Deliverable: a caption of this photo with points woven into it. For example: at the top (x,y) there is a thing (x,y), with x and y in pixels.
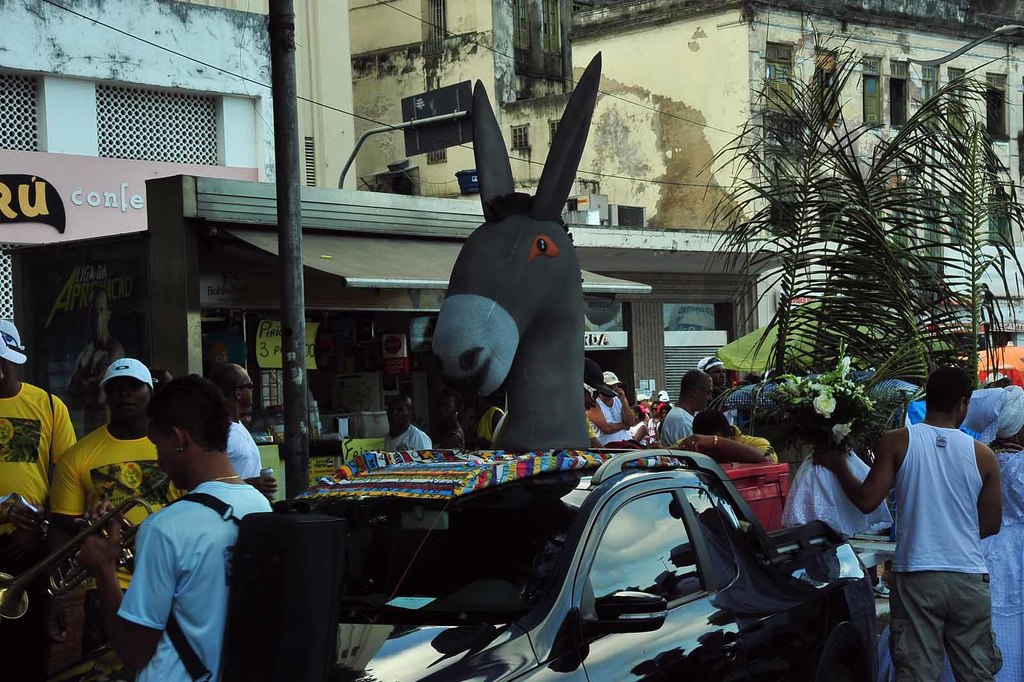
In the center of the image (503,361) we can see a sculpture (507,425) and there are people (1006,432). In the background (221,81) there are buildings (369,108) and wires (377,122). We can see a flower bouquet (873,399) and there is a car (568,546). We can see a pole (287,316). On the left (29,563) there is a person (186,473) playing a musical instrument (69,571). There is a store (416,397).
